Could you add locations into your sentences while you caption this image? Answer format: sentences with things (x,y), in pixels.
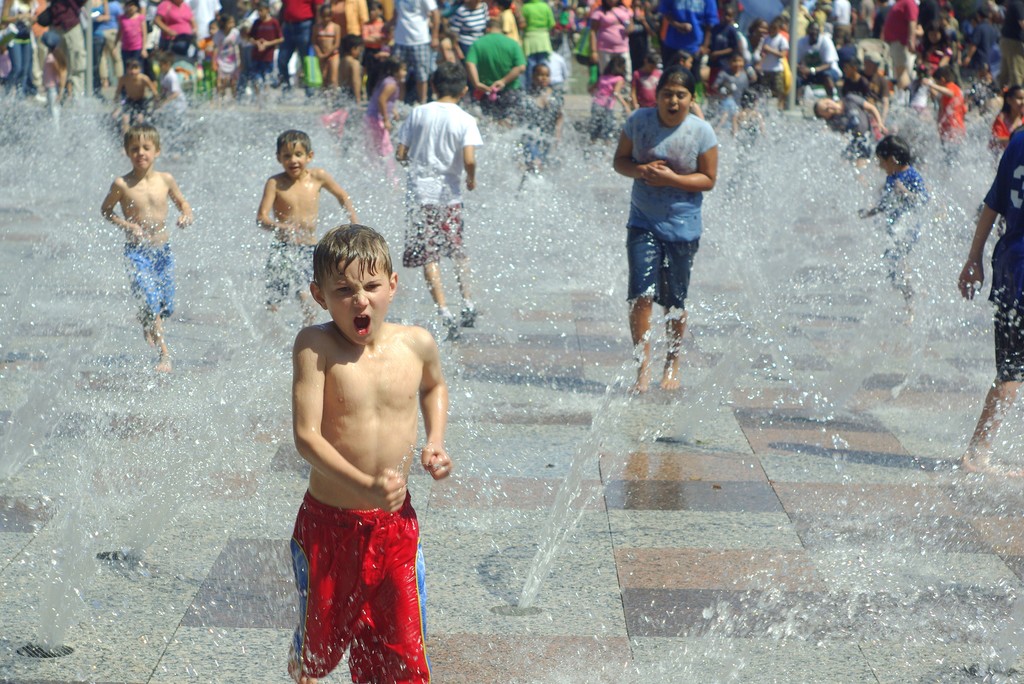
In this image I can see the fountains (254,227) and the group of people (361,333) with different color dresses (658,121).
